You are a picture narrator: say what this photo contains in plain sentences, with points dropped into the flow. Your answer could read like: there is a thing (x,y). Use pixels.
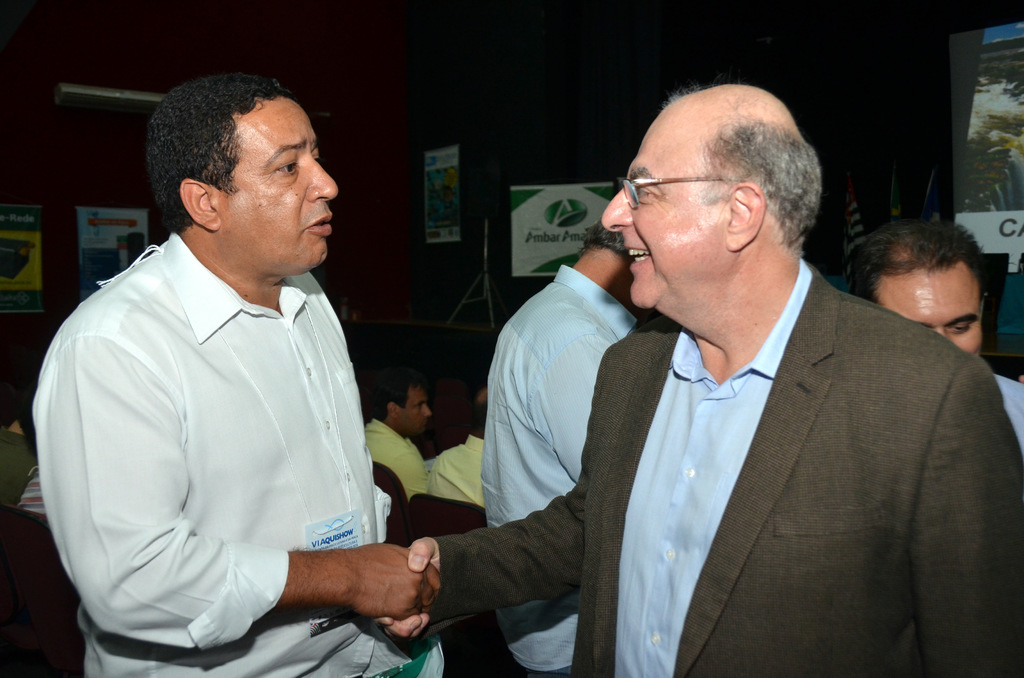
In this image there are two people (301,472) shaking hands (414,577) with each other, behind them there are a few other people (528,376), in the background of the image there are posters (983,182) and banners (531,219) on the wall (341,176).
